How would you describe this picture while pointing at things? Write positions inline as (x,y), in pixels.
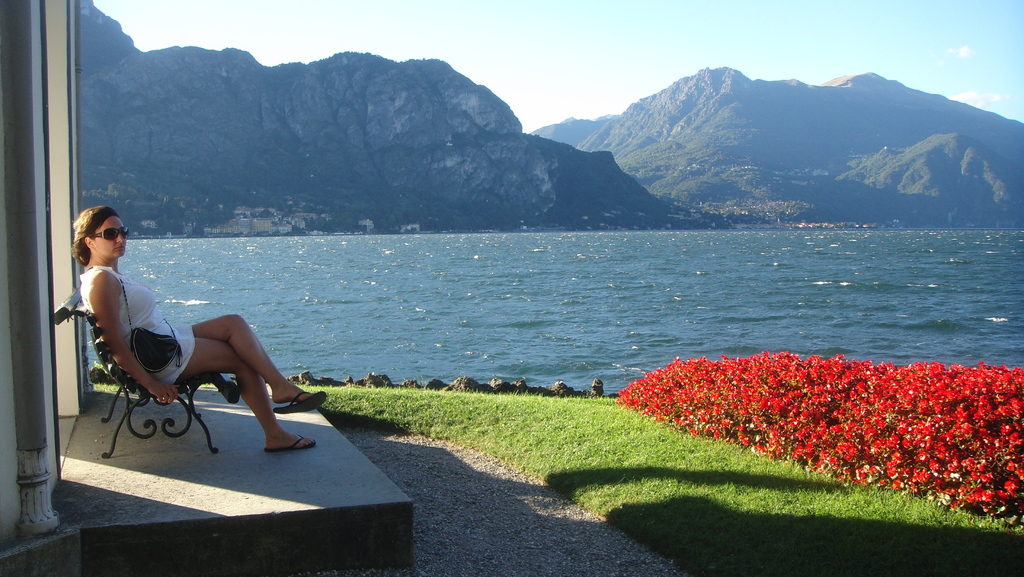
In this picture I can see a person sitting on the bench (92,313), there are flowers (631,403), there is grass (855,565), there is water (800,266), there are mountains (117,73), and in the background (356,22) there is the sky (536,36).
